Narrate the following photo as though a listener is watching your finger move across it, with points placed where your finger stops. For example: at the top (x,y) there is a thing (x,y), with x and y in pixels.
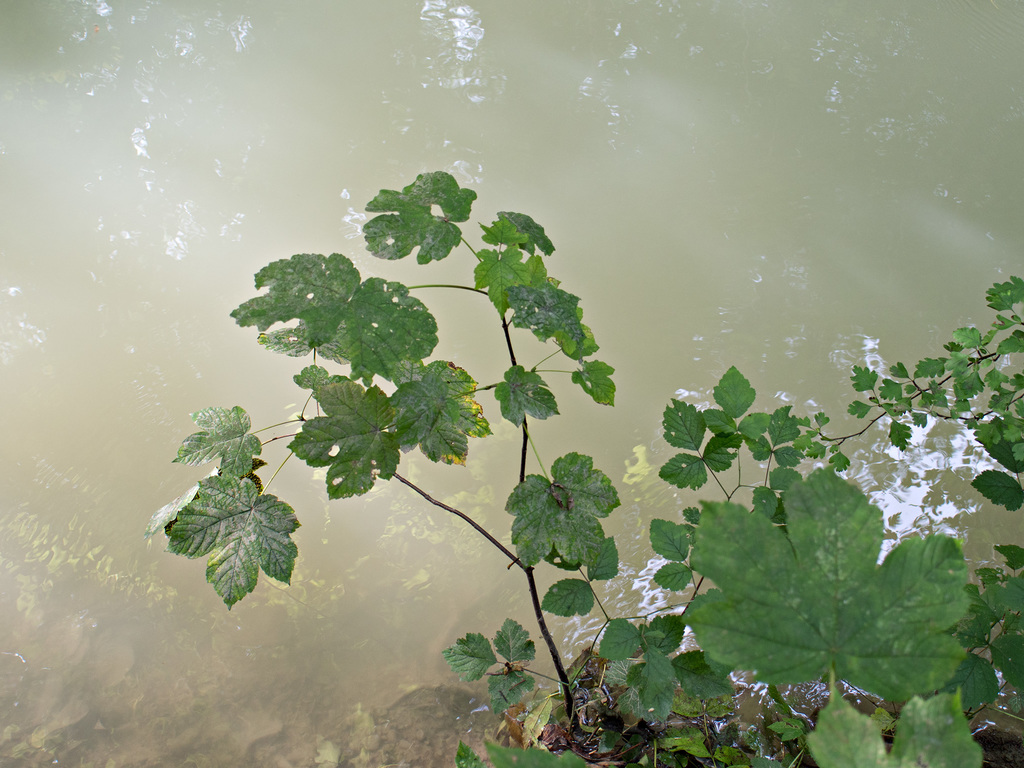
In this image I can see the plant (623,656). To the side of the plant (634,714) I can see the water (254,219).
